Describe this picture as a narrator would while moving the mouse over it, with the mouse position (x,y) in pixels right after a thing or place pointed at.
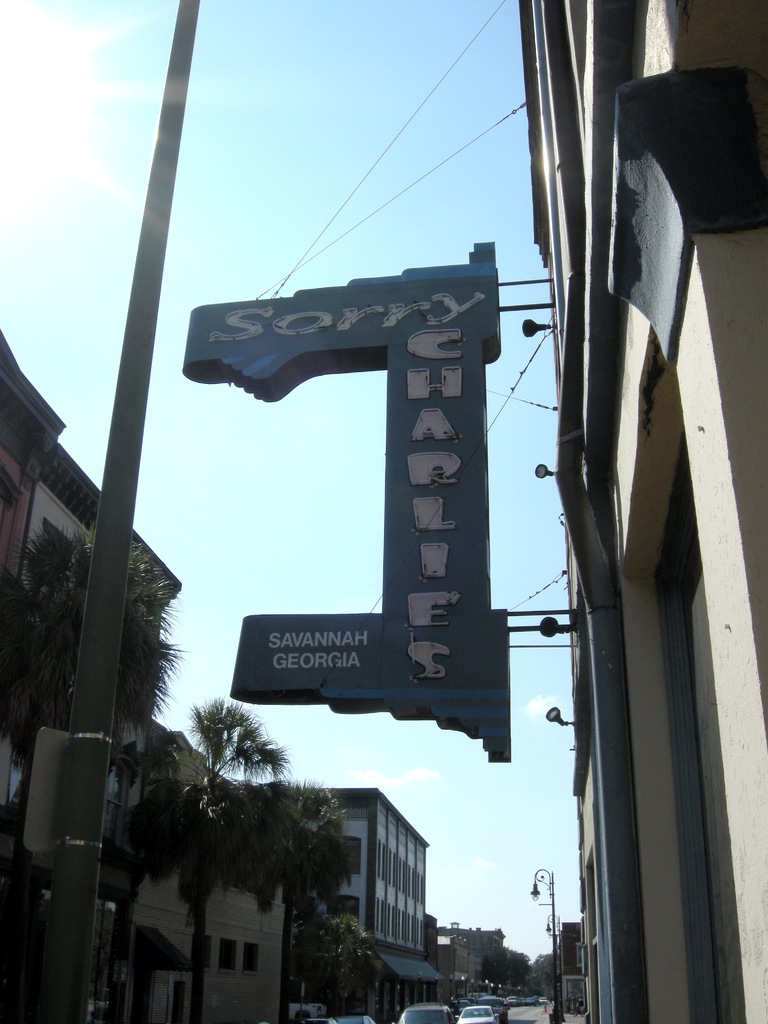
In this image I can see a building (696,798) and a board (478,621) attached to the building (656,114). I can see a metal pole (79,899), few trees (43,592), few buildings (15,408), few vehicles (295,1013) on the road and in the background (472,803) I can see the sky (299,496).
